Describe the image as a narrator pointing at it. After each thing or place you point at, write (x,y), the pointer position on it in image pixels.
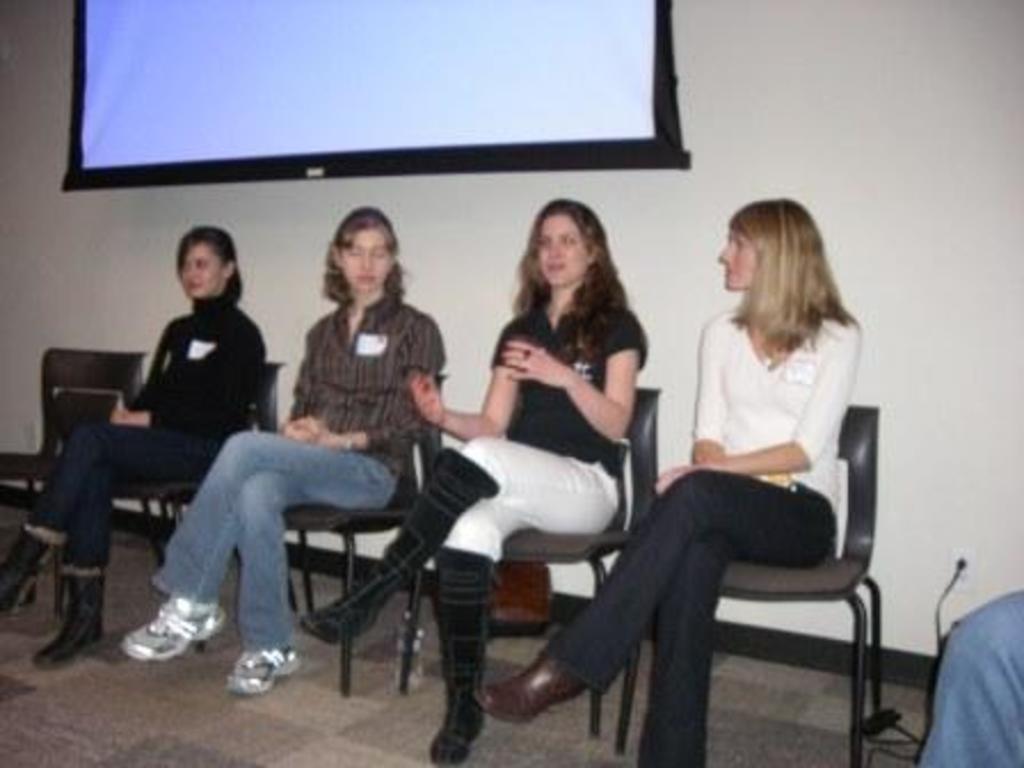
In this picture there are four woman (592,403) sitting on a chair (788,571), in the background (618,115) we observe a white projector screen (522,91) and the floor (109,721) is covered with a carpet (500,725).
